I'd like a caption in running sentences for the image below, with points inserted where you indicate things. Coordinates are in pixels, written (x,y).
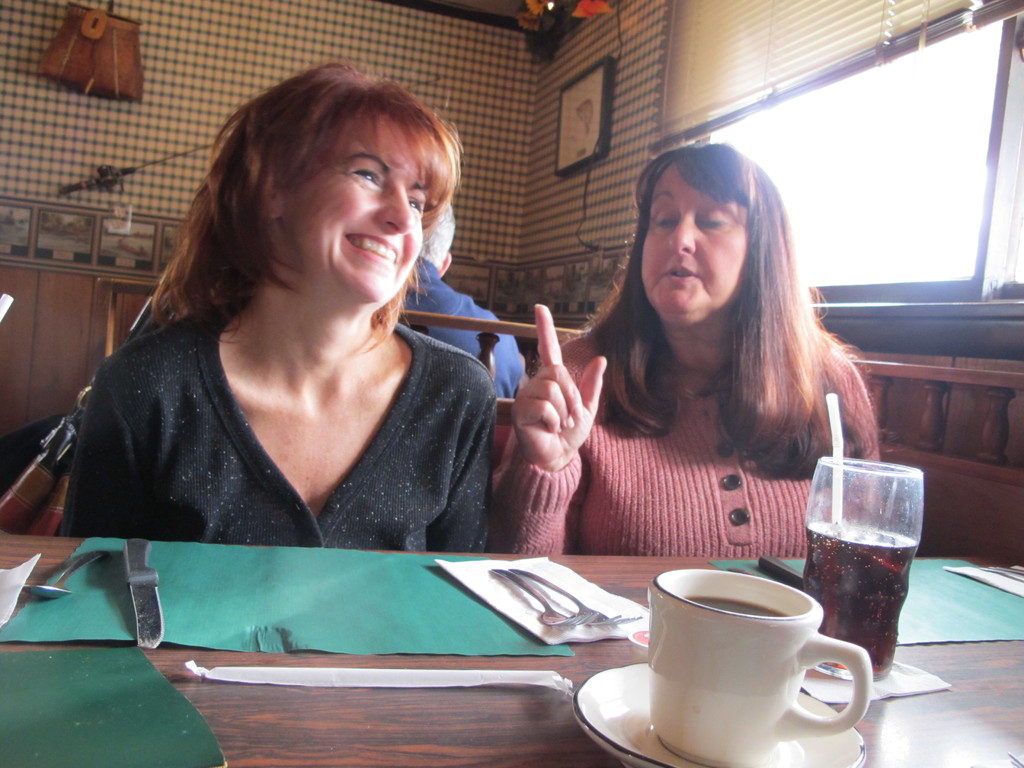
As we can see in the image there is a wall (505,40), few people (379,346) sitting on benches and there is a table (249,666). On table (410,752) there is a cloth (321,608), paper (515,615), forks (604,618), glass (854,588), cup (668,641) and saucer (608,715).
